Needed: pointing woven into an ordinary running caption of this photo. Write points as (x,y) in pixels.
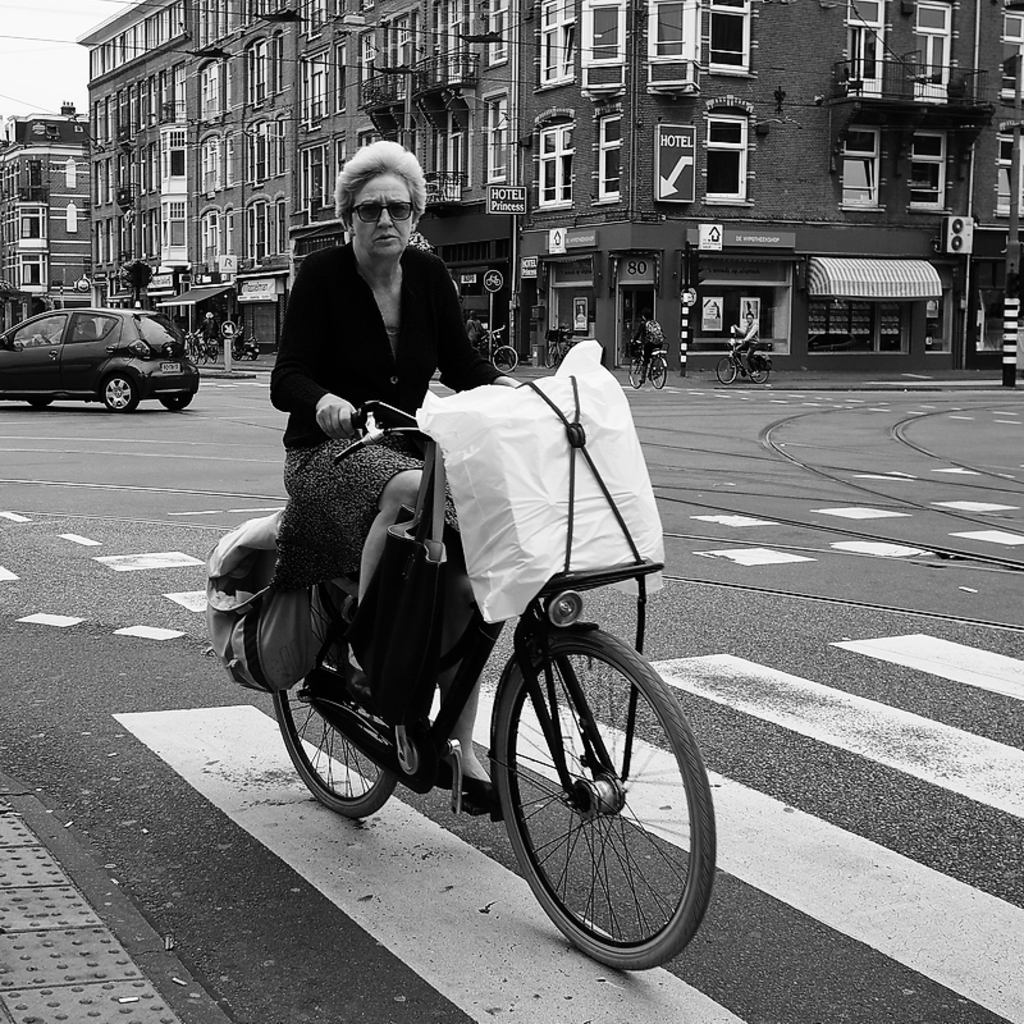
This picture describe about a woman (393,361) wearing the black dress (336,375) and sunglasses (383,206) is riding the bicycle (359,431) on the road (692,705). A white cover (537,545) is placed in front of the cycle (594,573) and a brown bag (262,629) on the back of the cycle (550,605). Behind we can see the car (71,386) passing and a big building (574,125) with many window (560,140) and doors (623,339). In front we can see some persons (744,341) riding the cycle (758,378).
